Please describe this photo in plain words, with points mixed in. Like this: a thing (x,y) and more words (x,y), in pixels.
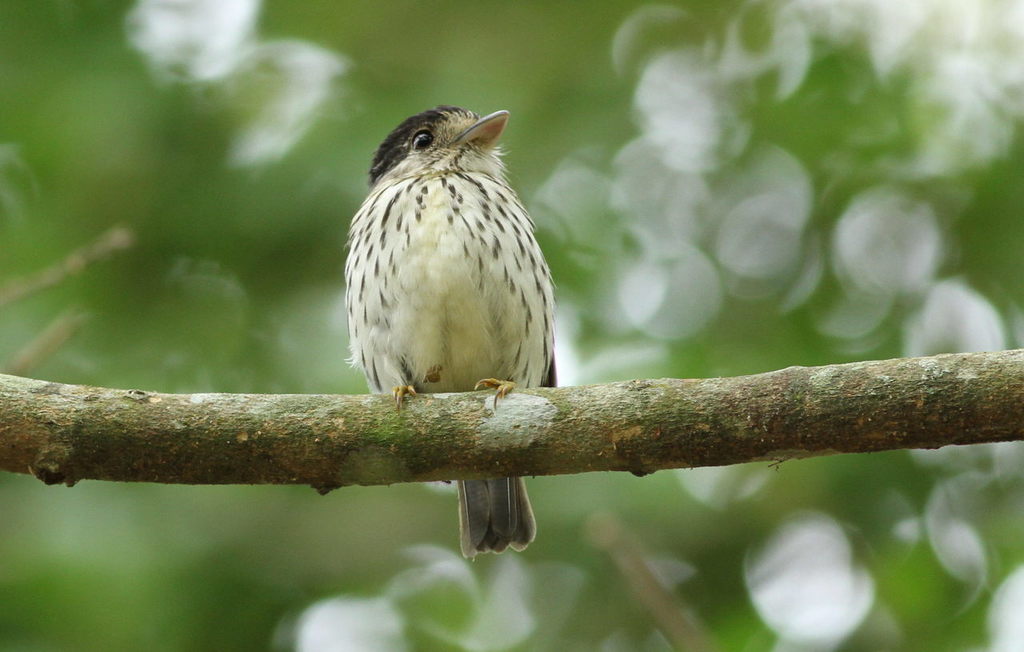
As we can see in the image in the front (422,361) there is a bird (456,277) and the background (120,106) is blurred.
